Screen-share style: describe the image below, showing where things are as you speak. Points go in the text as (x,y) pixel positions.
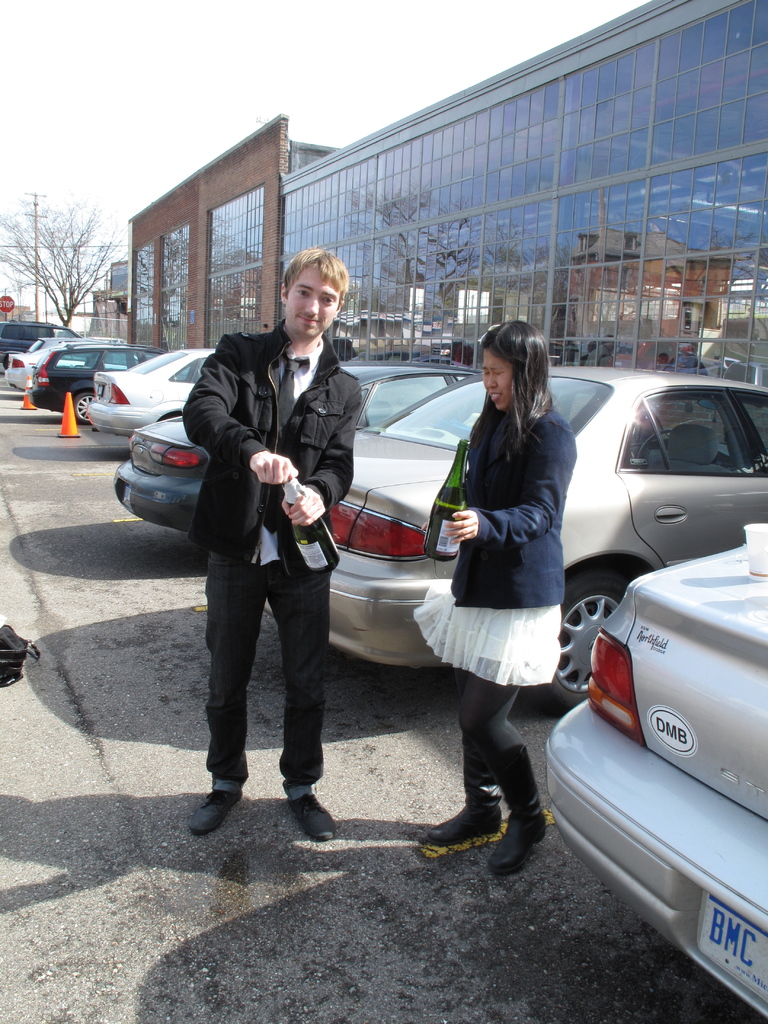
In this image there is a man (325,431) and a lady (496,475) wearing winter clothes (484,451). They are holding wine bottles (449,497). Here many cars (89,360) are parked. These are traffic cones (26,409). In the background (172,220) there are buildings (225,246), tree (75,247), electric pole (37,220). The sky (148,95) is clear.
